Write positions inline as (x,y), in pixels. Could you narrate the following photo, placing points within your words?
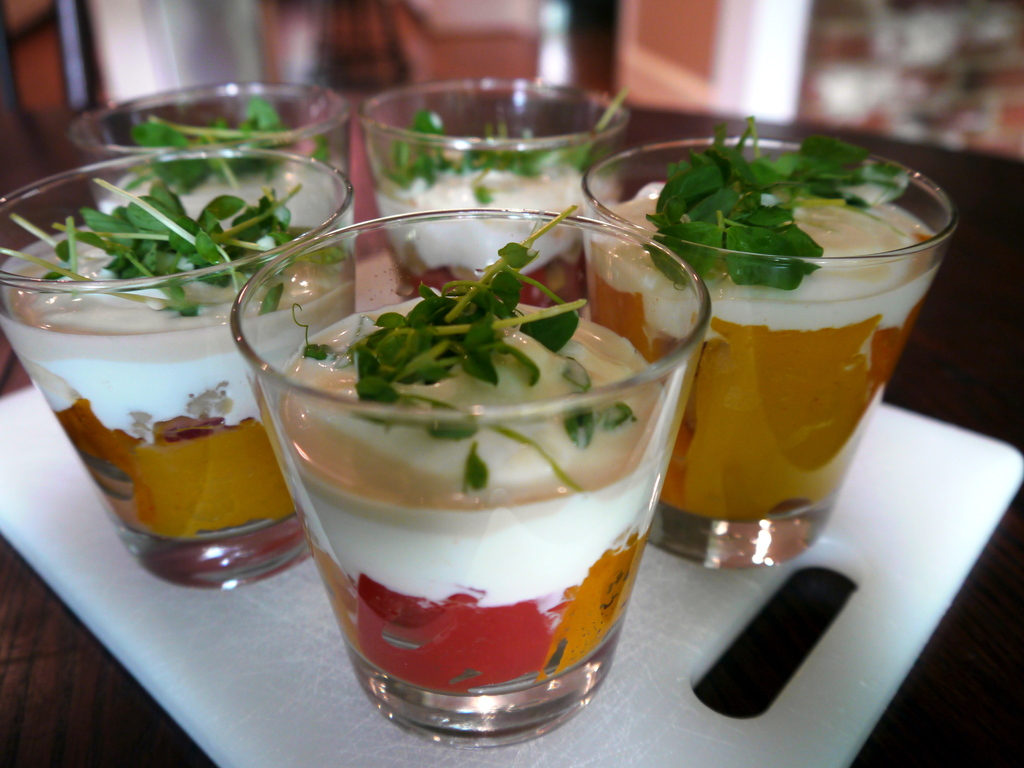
In the image there is a white tray (921,452). On the tray (921,452) there are glasses (147,168) with white, red and yellow color cream (456,544) and there are leaves (714,195) on that cream (493,187). There is a blur image in the background (903,69).
